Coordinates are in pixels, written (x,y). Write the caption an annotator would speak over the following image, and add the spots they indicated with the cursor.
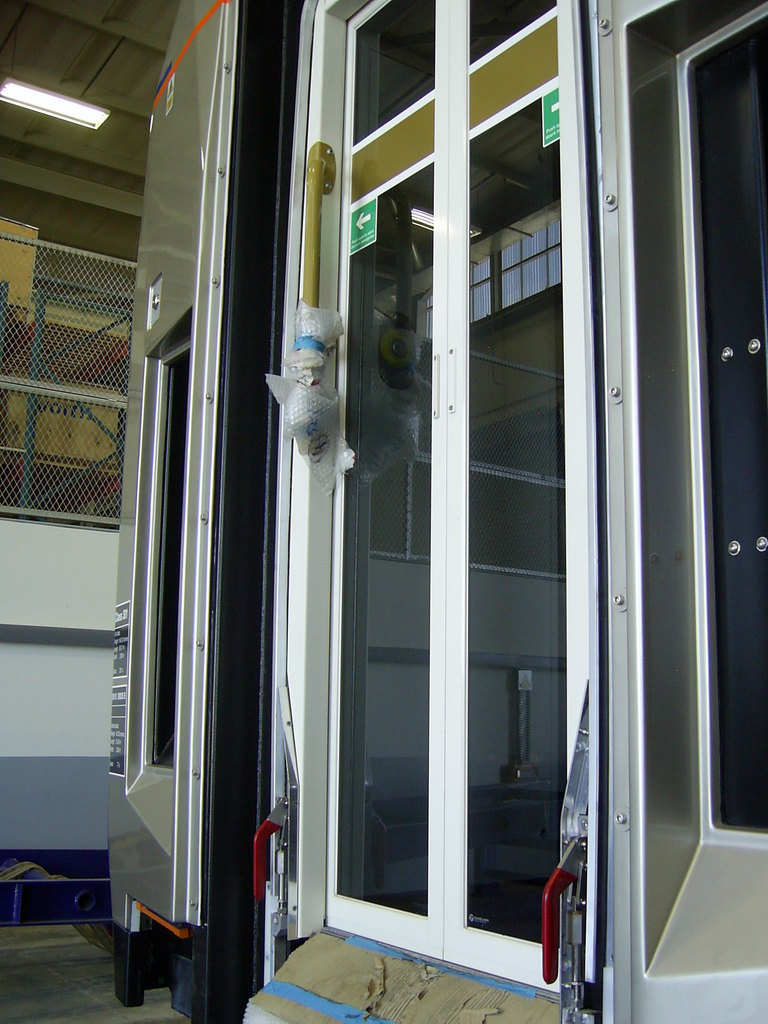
In the center of the image (384,667) there is a door (443,25). There is a fencing (103,482) in the background of the image (60,486). At the bottom of the image (72,1013) there is floor (60,1006).
